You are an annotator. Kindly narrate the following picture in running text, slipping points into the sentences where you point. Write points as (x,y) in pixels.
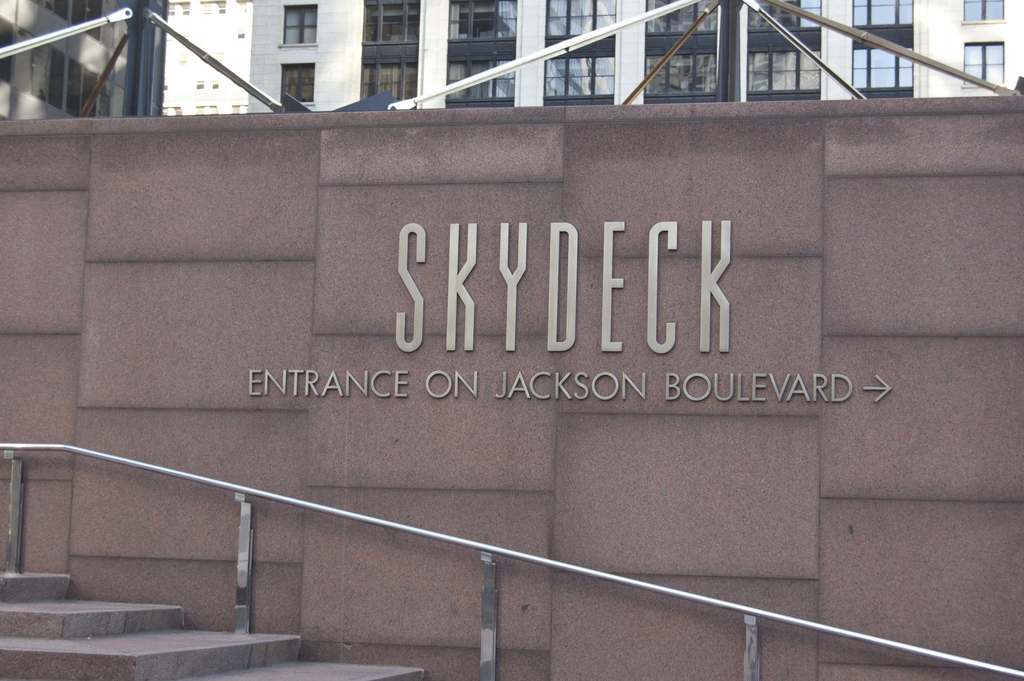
In this image there is a wall (311,393) having some text (822,390). Before it there is a staircase (14,676). Top of the image (415,39) there are few buildings (666,48). Before it there are few metal rods (725,69).
